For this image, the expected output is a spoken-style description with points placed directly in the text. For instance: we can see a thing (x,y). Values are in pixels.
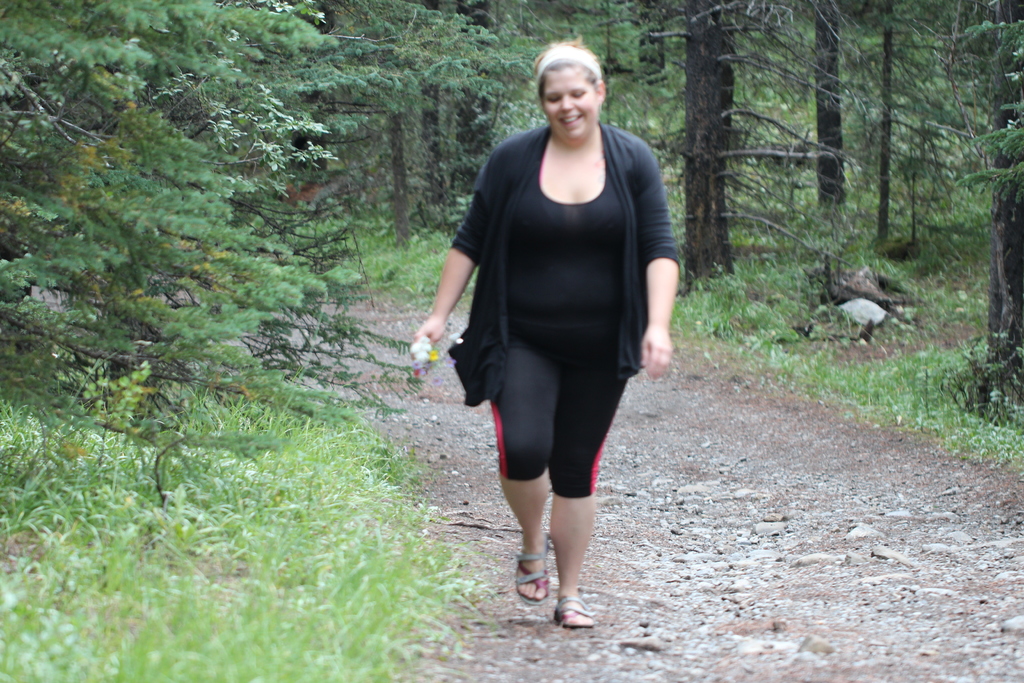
There is a woman (561,322) walking and holding an object (417,343) and we can see grass (307,463). In the background (509,47) we can see trees (244,73).
